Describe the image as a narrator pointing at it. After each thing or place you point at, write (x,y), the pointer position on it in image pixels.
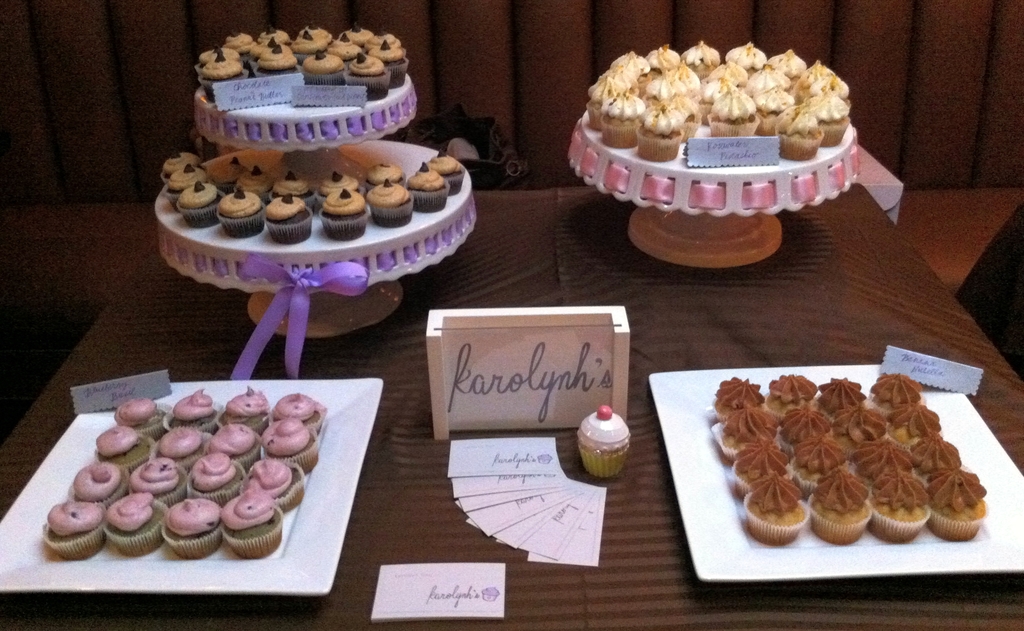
In this picture there some cup cakes (236,483) in the white plates (316,517) which is placed on the table (350,596). Behind there is a round stand (266,244) full of cupcakes (356,198). In the front (500,471) there are some white paper strips (514,484) and small wooden naming board (509,384). Behind there is a brown color cushion panel wall (477,83).
